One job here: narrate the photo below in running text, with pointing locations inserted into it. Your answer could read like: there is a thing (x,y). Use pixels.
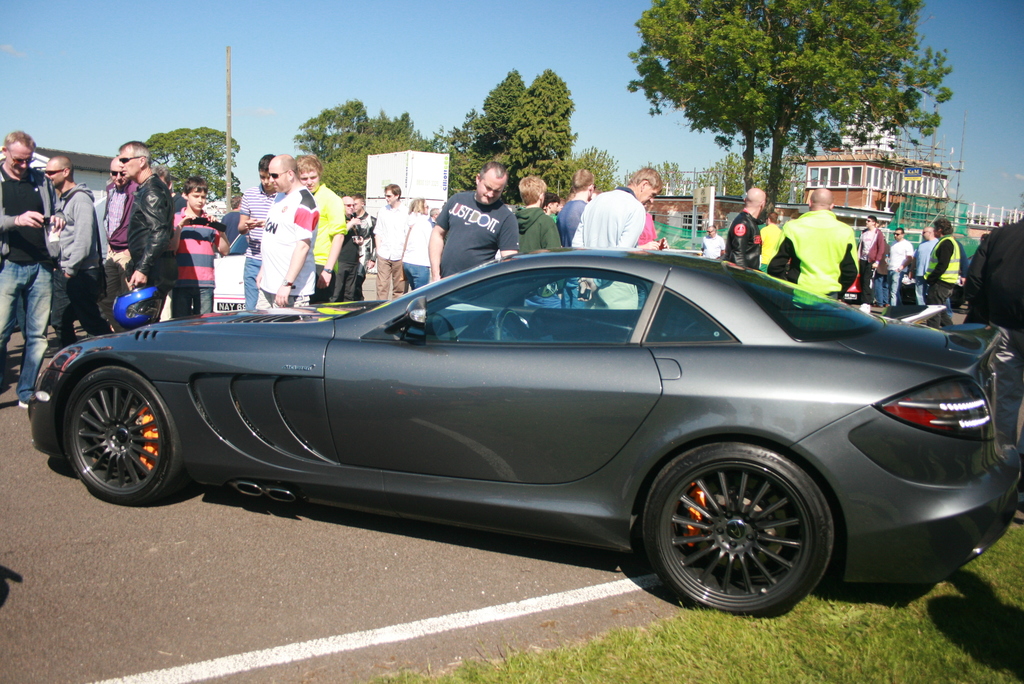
In this image I can see a car (719,544) in gray color. Background (6,195) I can see few other people (18,184) some are standing and some are walking, trees (602,153) in green color, building (864,182) in brown color and sky (339,69) in blue color.
